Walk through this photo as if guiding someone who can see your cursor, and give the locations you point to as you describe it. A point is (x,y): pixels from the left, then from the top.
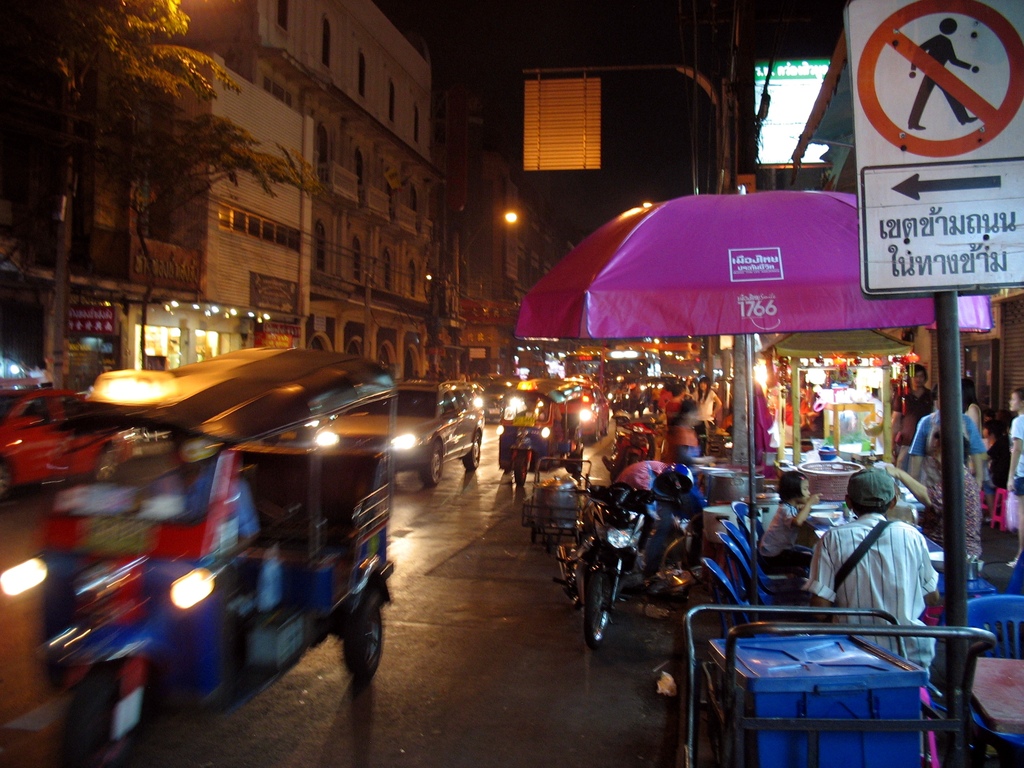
This image is clicked on the road (517,690). In the front (313,651), we can see many vehicles (595,417) on the road (462,523). On the right (810,708), there is an ice-cream box (750,675) along with an umbrella (693,333). On the left (219,155), we can see buildings (232,261) along with the trees (200,184). On the right (734,360), there are poles (726,101) along with boards (800,128). At the top (518,24), there is sky (599,61). At the bottom (401,708), there is a road (455,710).
